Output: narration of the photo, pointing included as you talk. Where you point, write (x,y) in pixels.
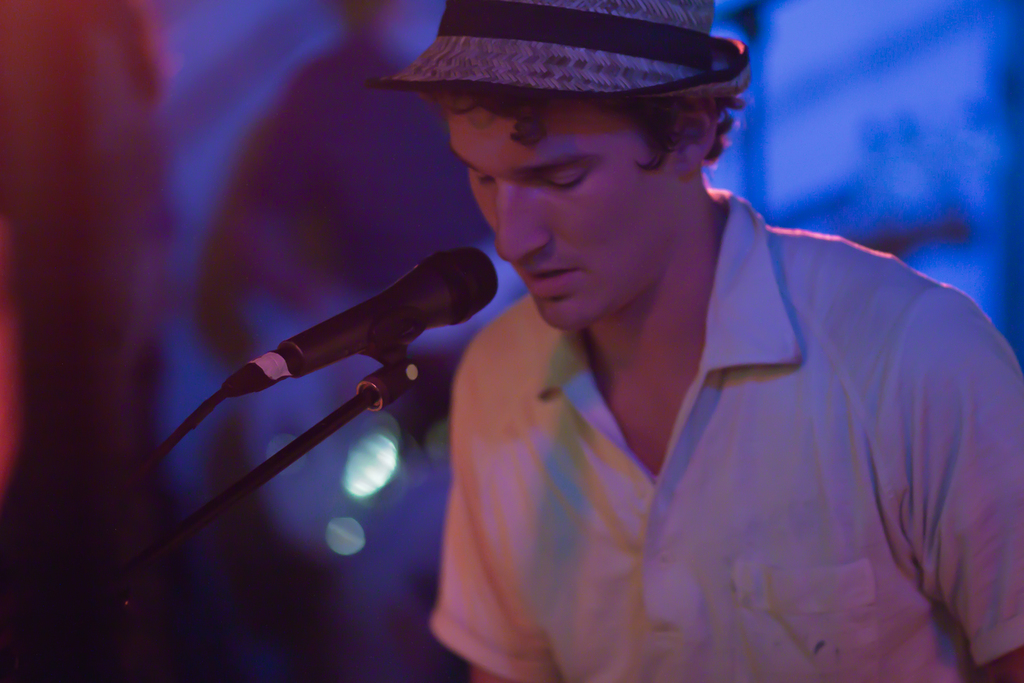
In this image I can see a person (701,512) standing and singing in front of a microphone (453,317). The person (715,388) is wearing white shirt (889,398) and I can see blue color background (903,68).
